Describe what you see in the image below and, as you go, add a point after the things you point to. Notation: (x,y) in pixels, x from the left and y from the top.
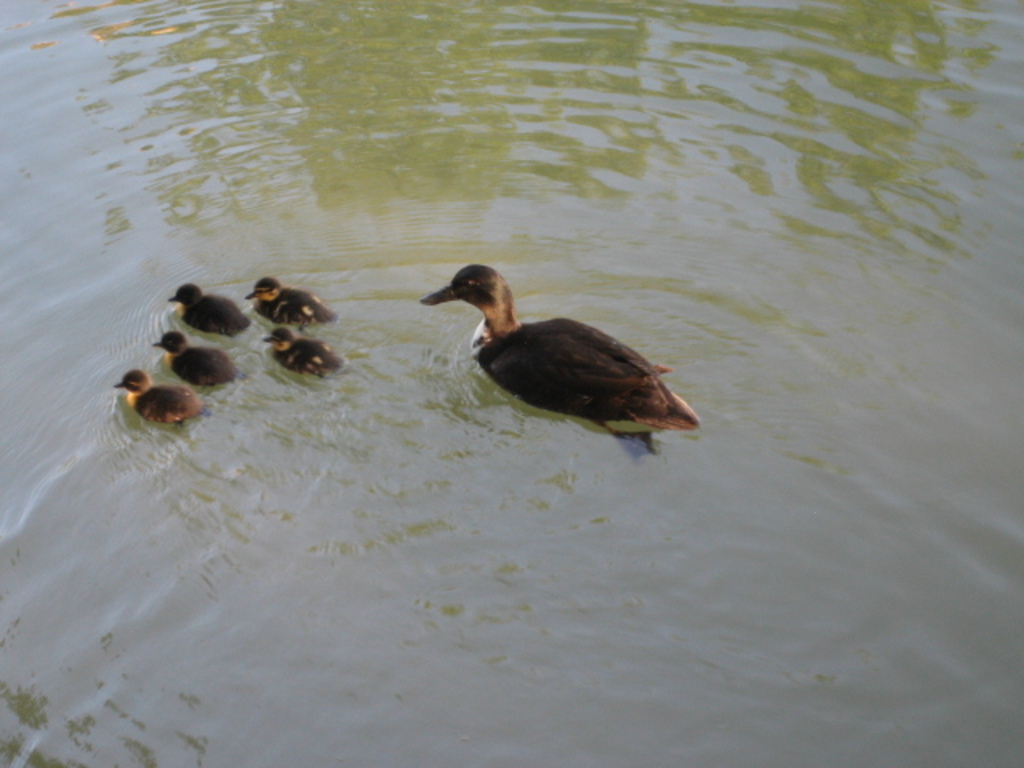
In this image there are birds (215,353) in the water (267,356).
